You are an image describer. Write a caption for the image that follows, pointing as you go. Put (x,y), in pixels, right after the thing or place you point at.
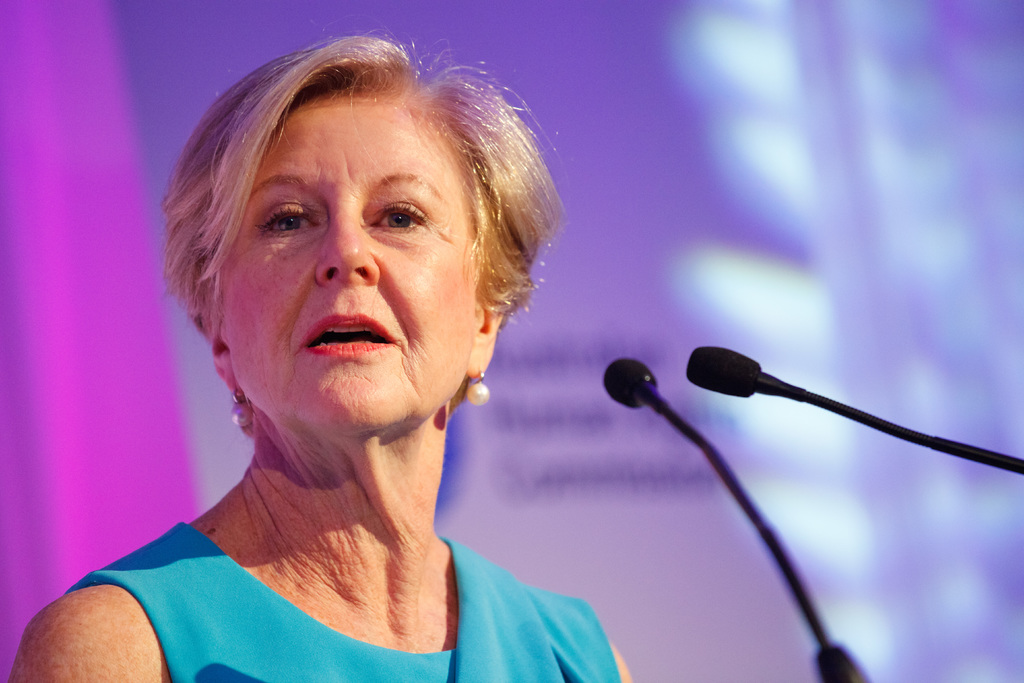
In this image I can see a woman (293,481) and I can see she is wearing blue colour dress (529,626). On the right side of this image (730,351) I can see few mics (761,528).
